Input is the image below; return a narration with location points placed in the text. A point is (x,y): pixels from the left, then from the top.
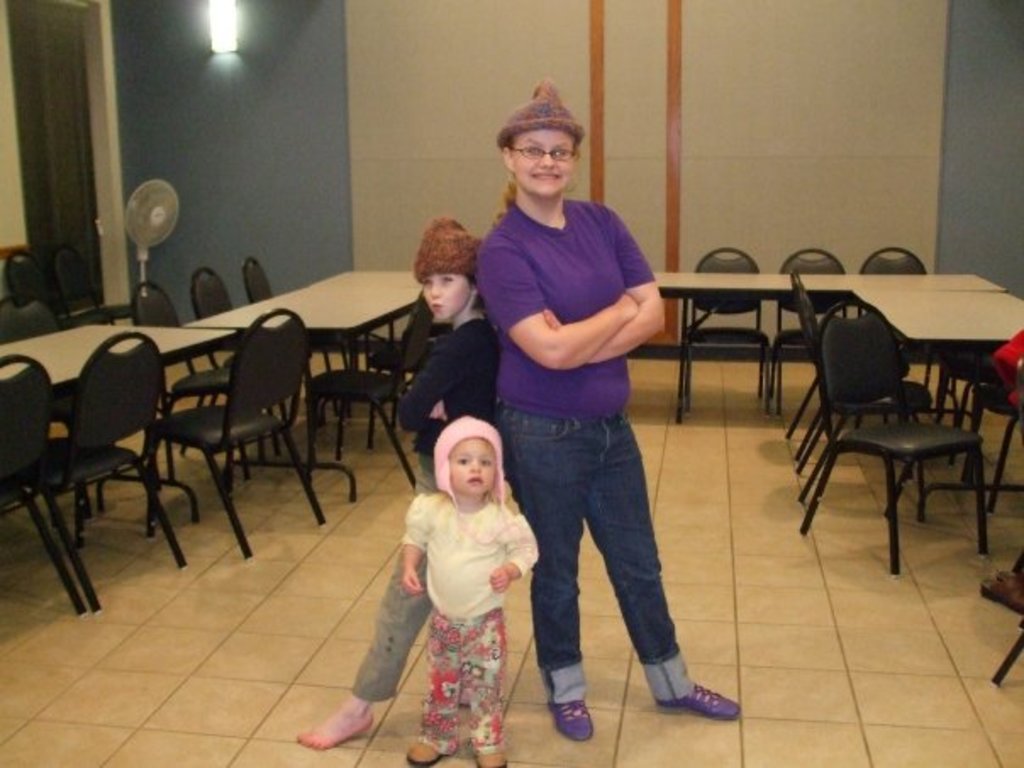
Three persons (433,381) are standing together. There are chairs (843,321) and tables (975,327) in the right (958,313) and left there is a light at the top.
